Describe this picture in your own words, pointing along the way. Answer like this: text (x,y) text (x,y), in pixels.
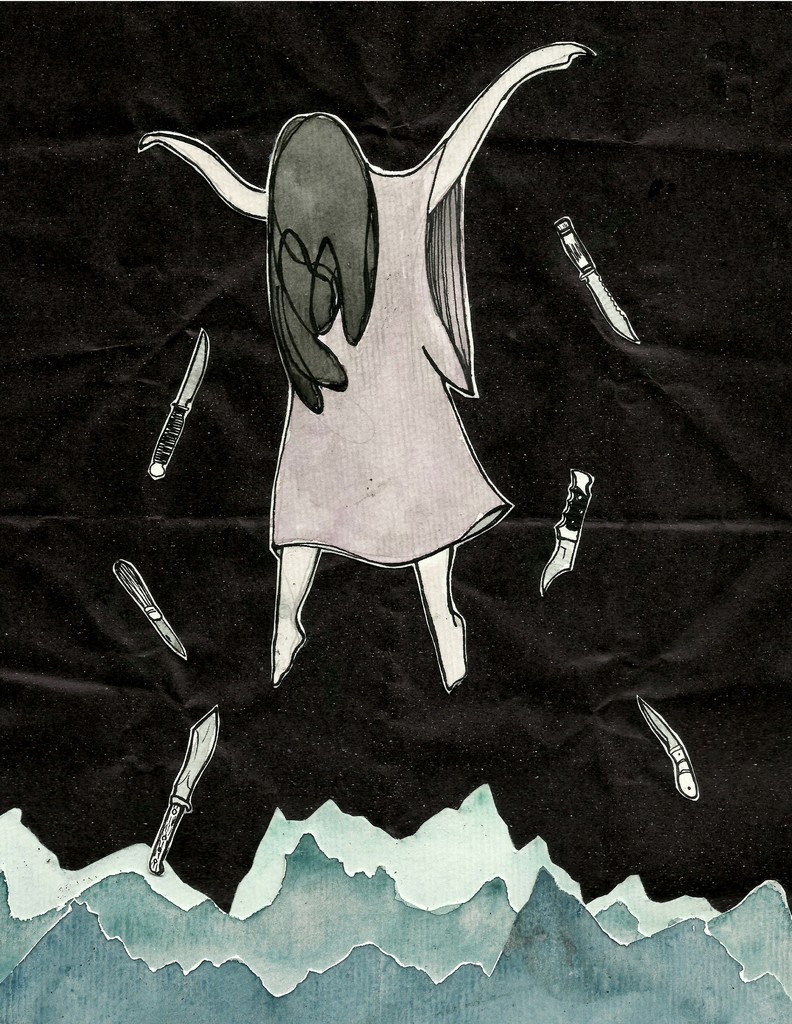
In this picture there is a drawing (711,933) in the center of the image (345,433).
